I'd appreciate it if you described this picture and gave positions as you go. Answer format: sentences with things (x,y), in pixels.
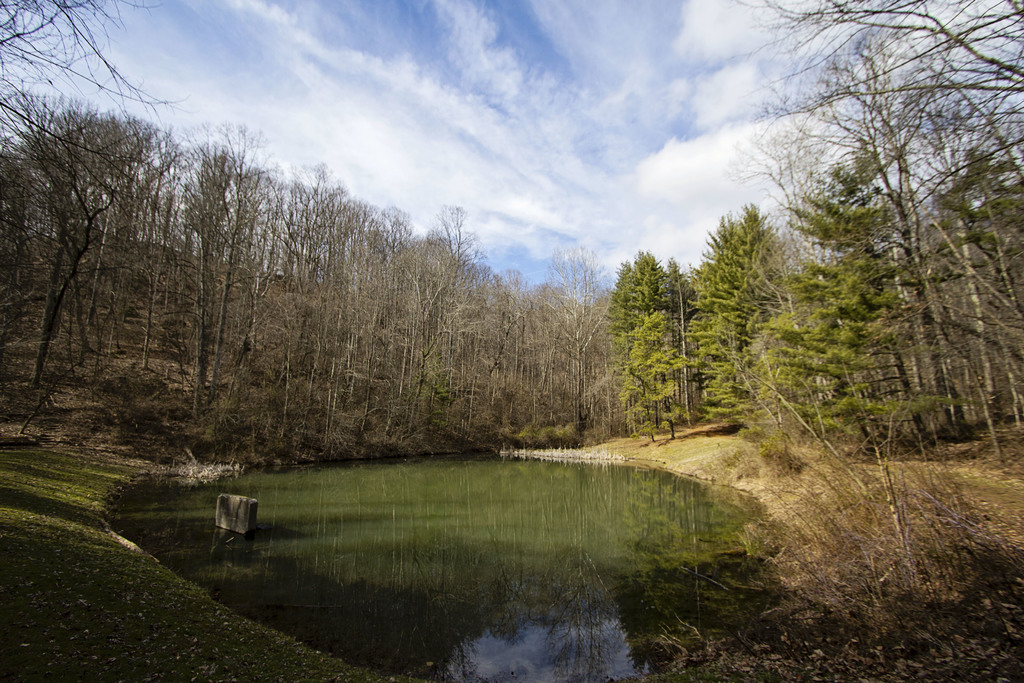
In the center of the image (440,435) there is a water (394,595) and we can see trees (611,406). In the background (709,177) there is sky (580,245).
